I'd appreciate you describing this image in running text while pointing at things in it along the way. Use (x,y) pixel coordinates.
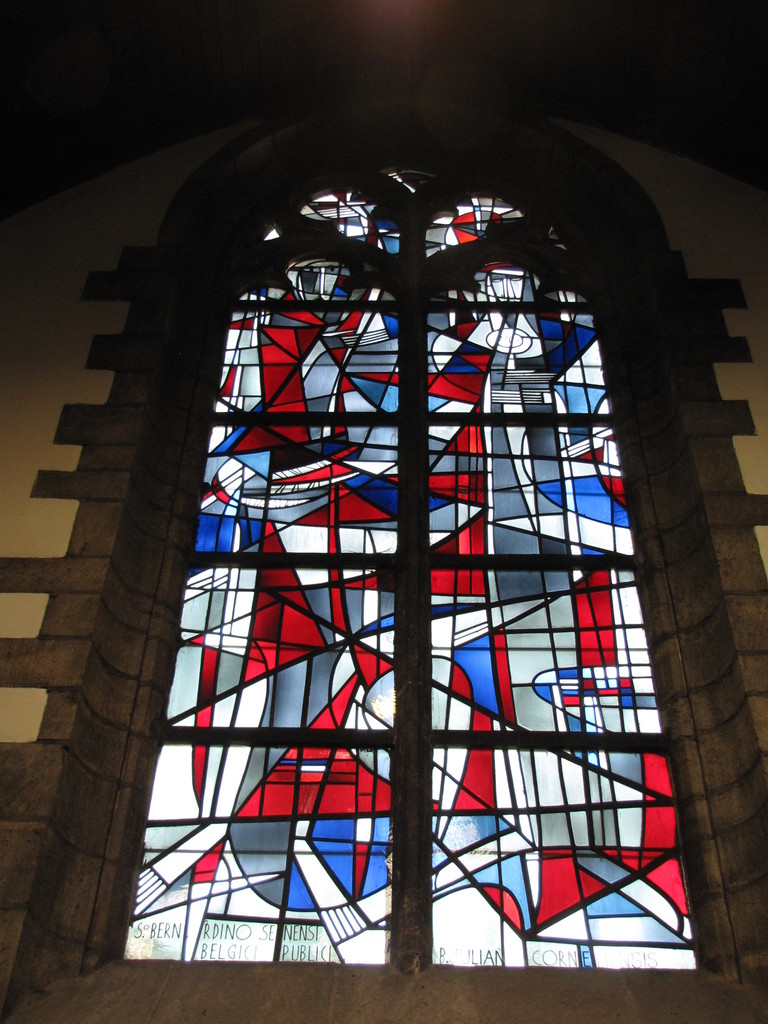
In this picture there is a close view of the glass window (170,809) with red and blue color pattern (319,811).
